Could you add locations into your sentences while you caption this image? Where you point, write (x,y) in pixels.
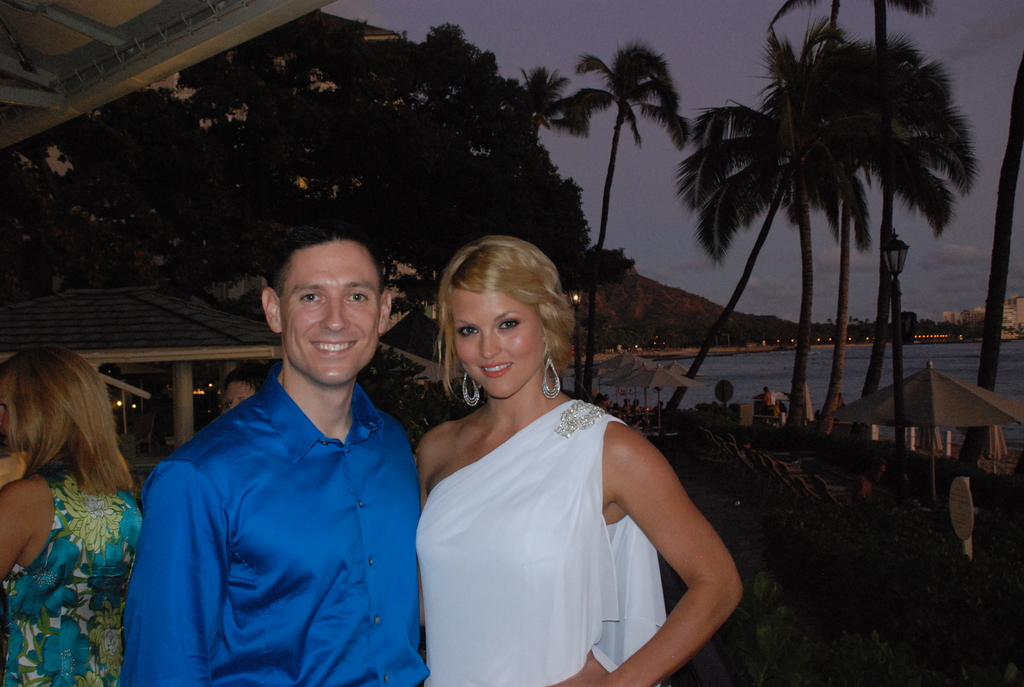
In this image, in the middle (595,449), we can see two people (393,475) man (331,513) and woman (426,649). On the left side (90,542), we can also see a group of people (37,500), trees (187,193), roof (26,35), house (60,325), pillars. On the right side (703,213), we can also see some trees (862,238), hut (942,415), pillars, water (1006,352) in an ocean (778,359), plants (962,553), rocks (634,316), buildings (1008,319). At the top (999,62), we can see a sky (991,104) which is a bit cloudy, at the bottom (961,552), we can see black color.
